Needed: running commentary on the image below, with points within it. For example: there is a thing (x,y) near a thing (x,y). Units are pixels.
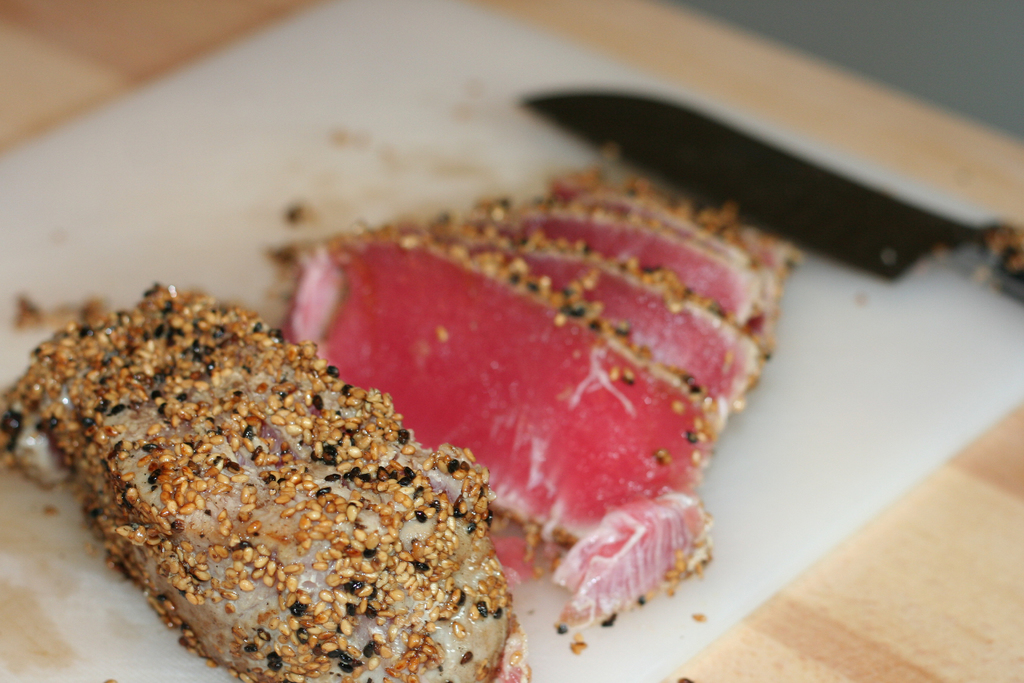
In this image we can see a food item (167,511), here is the meat (444,447) on the table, beside here is the knife (739,160).
